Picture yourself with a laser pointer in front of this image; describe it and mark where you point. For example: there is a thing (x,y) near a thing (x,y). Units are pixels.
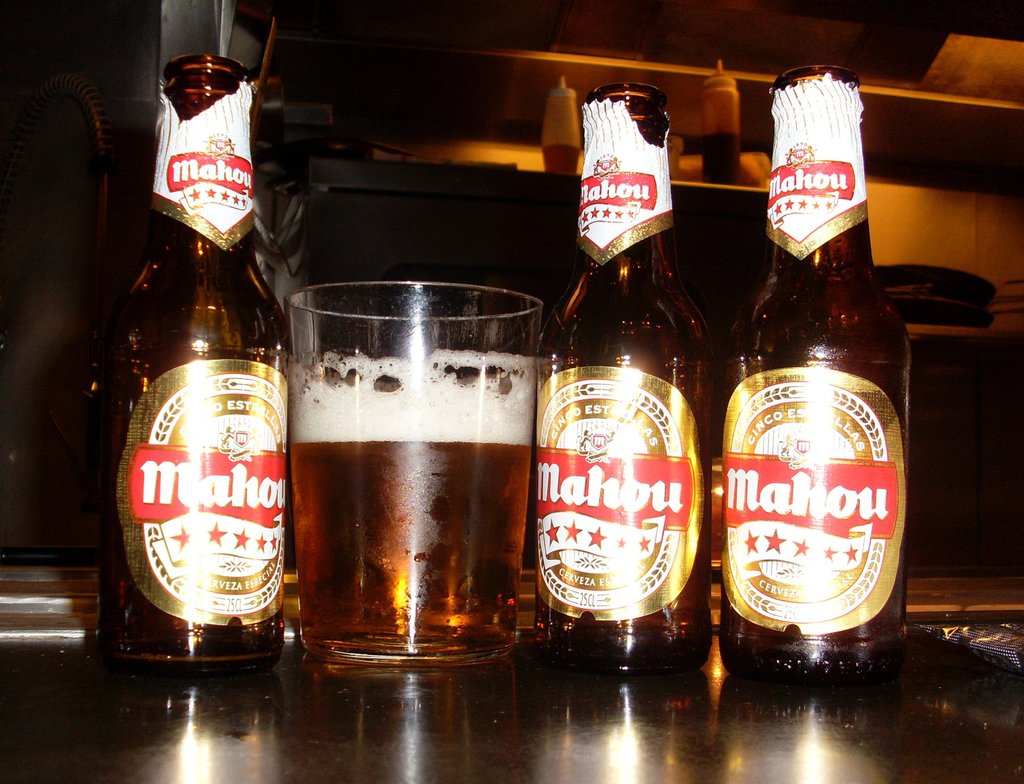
In this picture there are three bottles (591,407) and a glass (408,456) on a table (442,674). Background of the bottles (540,414) is a shelf (461,186) with some plastic bottles (558,129).
